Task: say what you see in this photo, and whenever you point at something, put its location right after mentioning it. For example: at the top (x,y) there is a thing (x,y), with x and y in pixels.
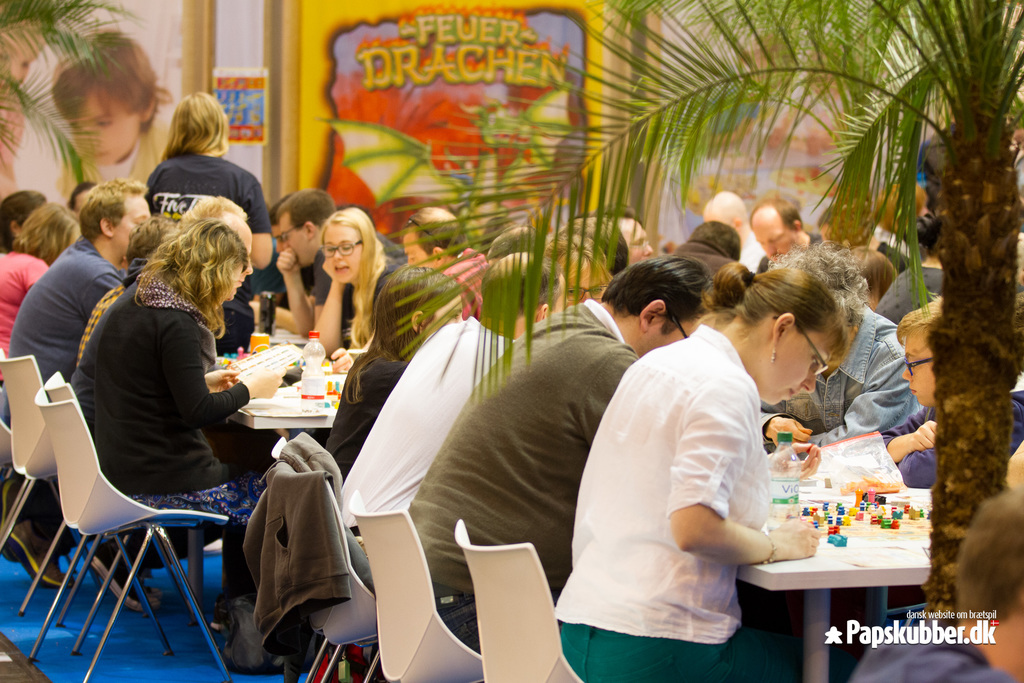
Here in this picture we can see many people (215,263) are sitting on the white chair (509,576). In front of them there are some white tables (842,569). In the background (400,104) there are some posters (176,41). On the right corner (948,267) there is a tree (991,222).
